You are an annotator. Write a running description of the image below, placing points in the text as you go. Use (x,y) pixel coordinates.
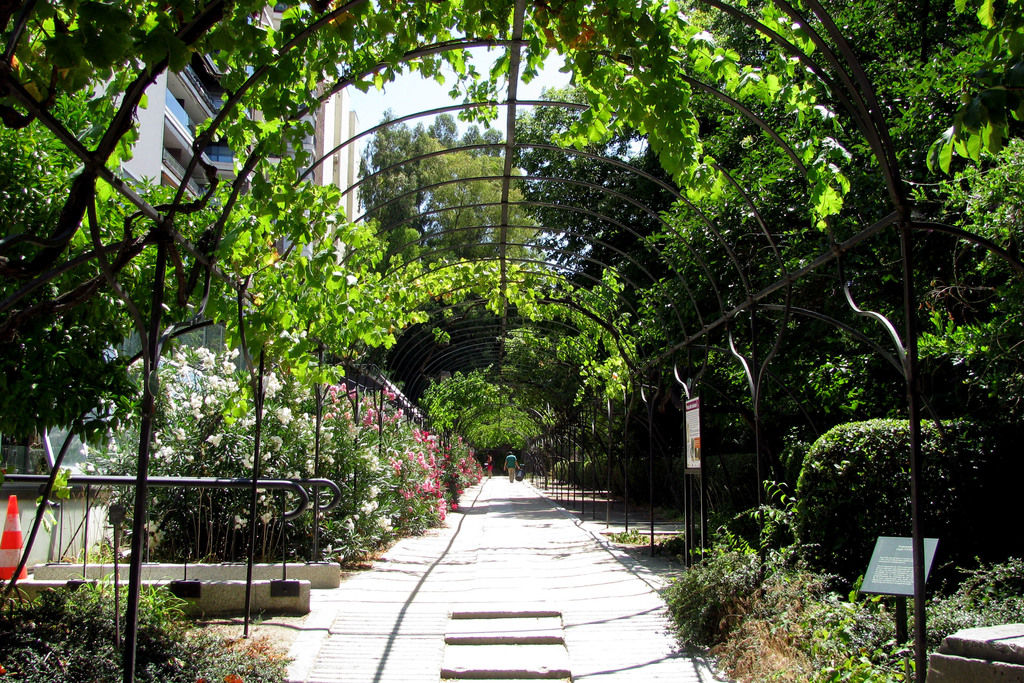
This image is taken outdoors. At the bottom of the image (538,644) there is a pavement (514,553). On the left side of the image (233,331) there is a building (213,158) and there are many plants (171,631) and trees (488,341) on the ground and there are a few creepers (283,221) on the iron bars (793,158). On the right side of the image (890,381) there are many plants (933,379) and trees (641,376) on the ground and there are two boards (881,582) with text (908,572) on them. In the middle of the image (514,455) a man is walking on the pavement (487,488).
